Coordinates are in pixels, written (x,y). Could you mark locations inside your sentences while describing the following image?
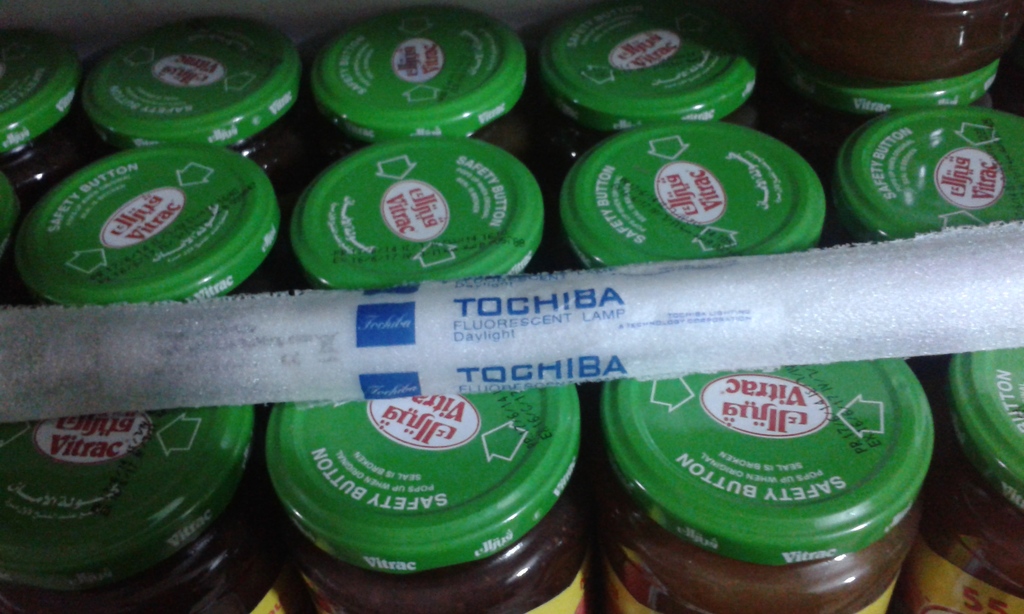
Here in this picture we can see number of glass jars (231,141) with caps (101,493) on it present over a place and at the top of it we can see a lamp tube (462,333) present.
